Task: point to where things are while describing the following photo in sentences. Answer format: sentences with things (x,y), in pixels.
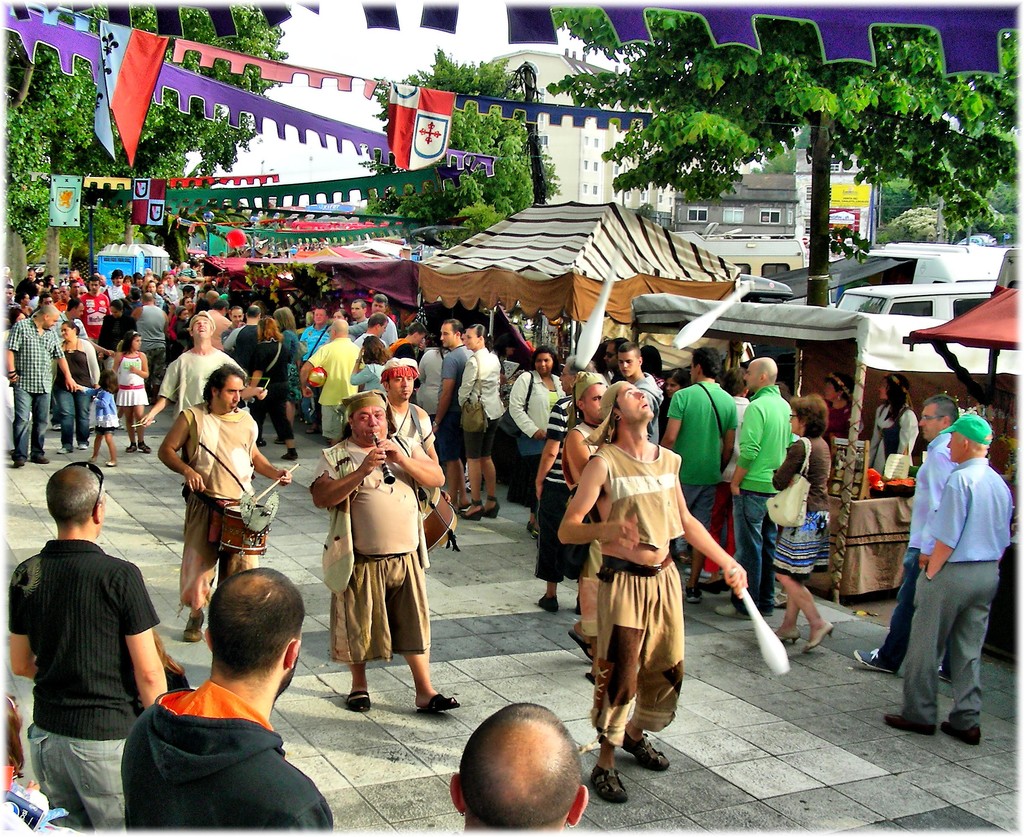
In this image there are many people (231,589) standing on the path of a road (730,783). In this people (332,529) there are few people (242,478) are playing flutes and drums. On the right side of the image (830,361) there are few stalls (827,349) and trees (764,130). In the background (561,136) there are some buildings (569,171) and sky (344,70).
